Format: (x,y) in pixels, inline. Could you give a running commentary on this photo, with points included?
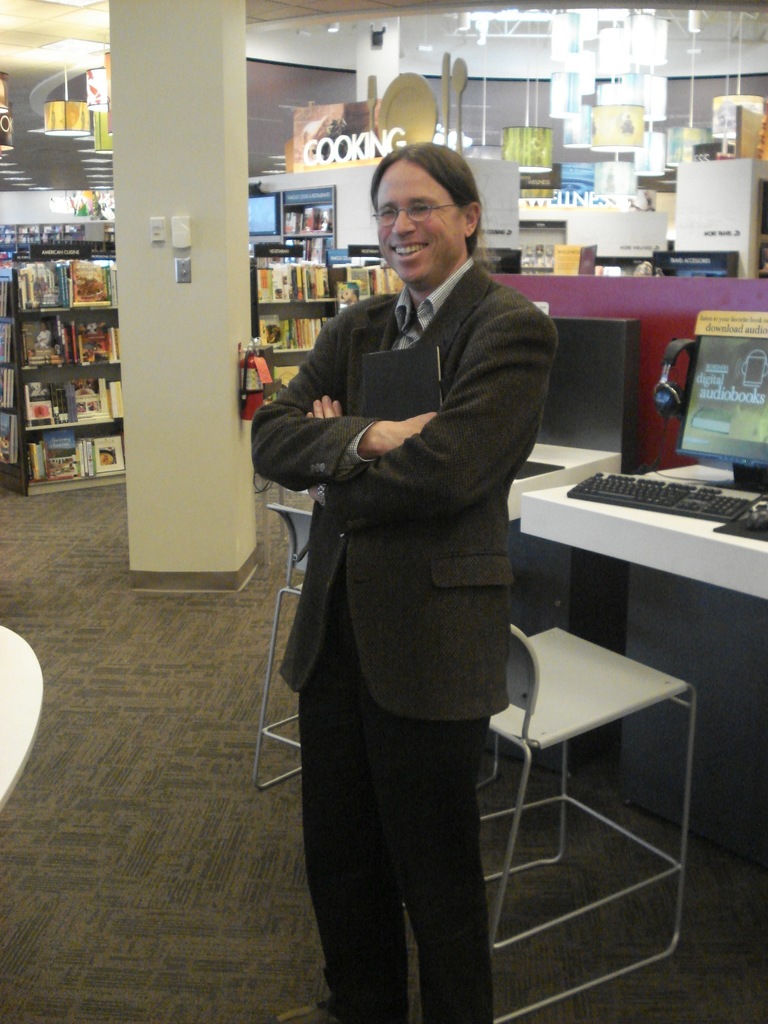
In this image we can see a person (333,489) standing and smiling, there are some books (79,334) on the shelves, we can see a keyboard (668,490) and system (706,383) on the table (641,514), there are some chairs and in the background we can see some other objects (655,117).
